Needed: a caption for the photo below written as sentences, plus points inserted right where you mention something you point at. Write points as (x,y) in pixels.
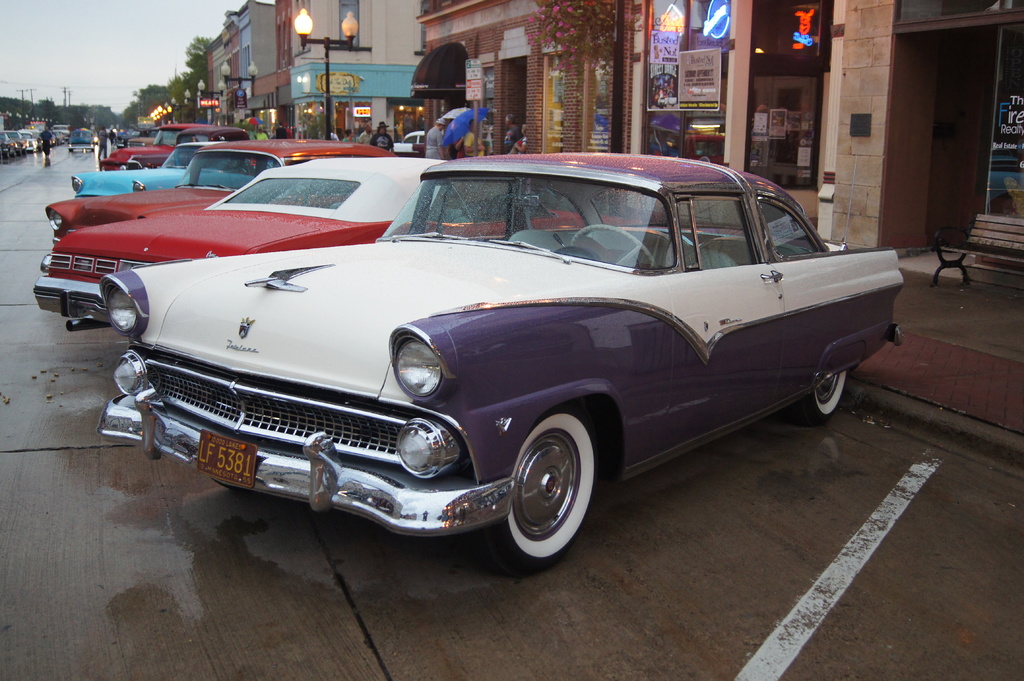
In this picture there white and purple color classic car (525,331) parked on the roadside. Beside there are some more cars (241,140) are parked. Behind there is a shops (702,47) and naming board (681,16). In the background (335,73) there is a black lamp post (327,82), buildings (266,69) and trees (77,113).
